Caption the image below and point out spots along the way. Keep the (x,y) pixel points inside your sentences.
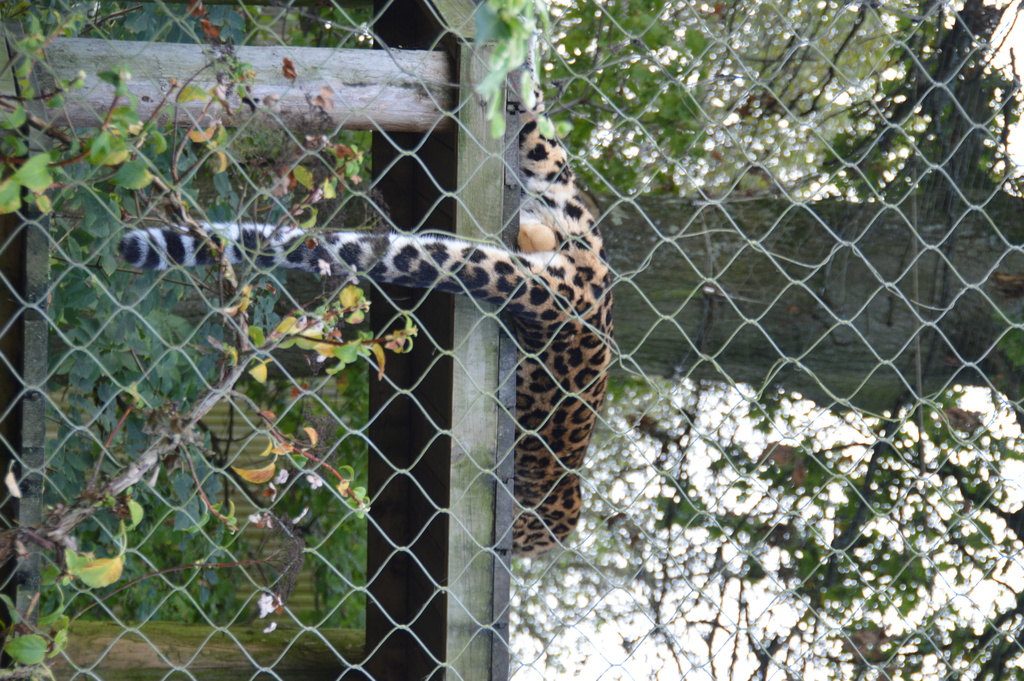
In the image we can see an animal (560,360), mesh (265,178), pole (314,80), leaves (154,158) and the right side (861,378) part of the image is slightly blurred.
